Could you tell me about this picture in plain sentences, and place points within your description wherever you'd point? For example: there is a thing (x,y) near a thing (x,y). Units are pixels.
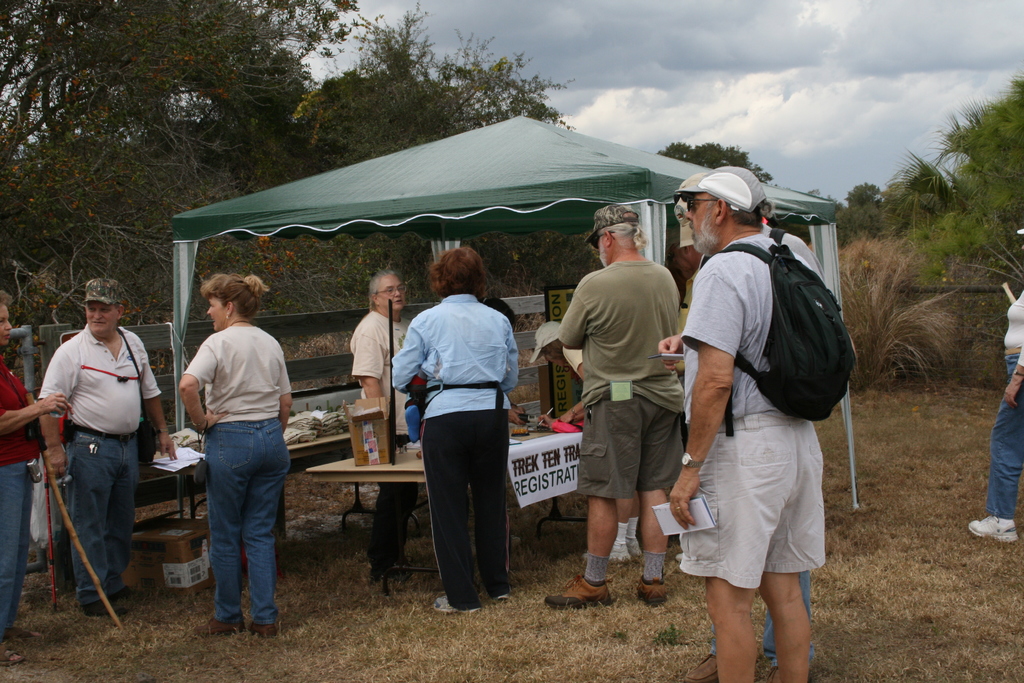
In this image there are so many people (619,466) standing in a group in which some are wearing backpacks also there is a table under the tent (203,232) and behind that there are so many trees (46,181).
